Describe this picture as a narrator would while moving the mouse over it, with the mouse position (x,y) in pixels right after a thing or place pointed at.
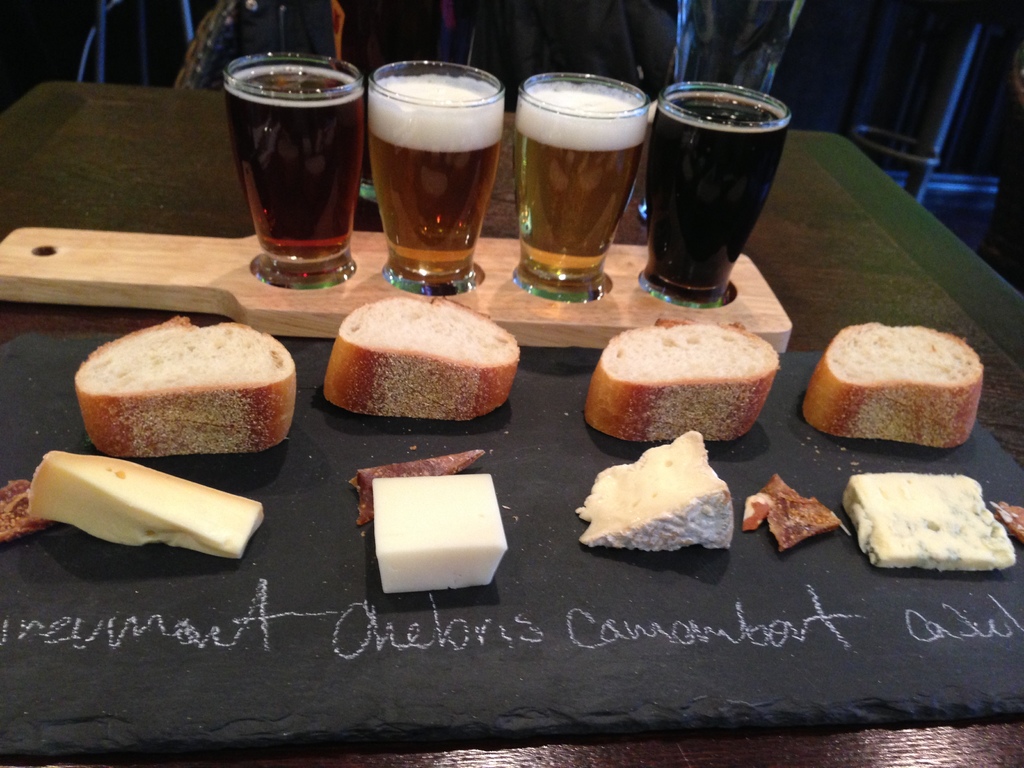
In this image I can see few glasses (669,251) on the wooden object (309,311). I can see few food items (614,413) on the black surface (643,614). Background (854,1) is dark.
